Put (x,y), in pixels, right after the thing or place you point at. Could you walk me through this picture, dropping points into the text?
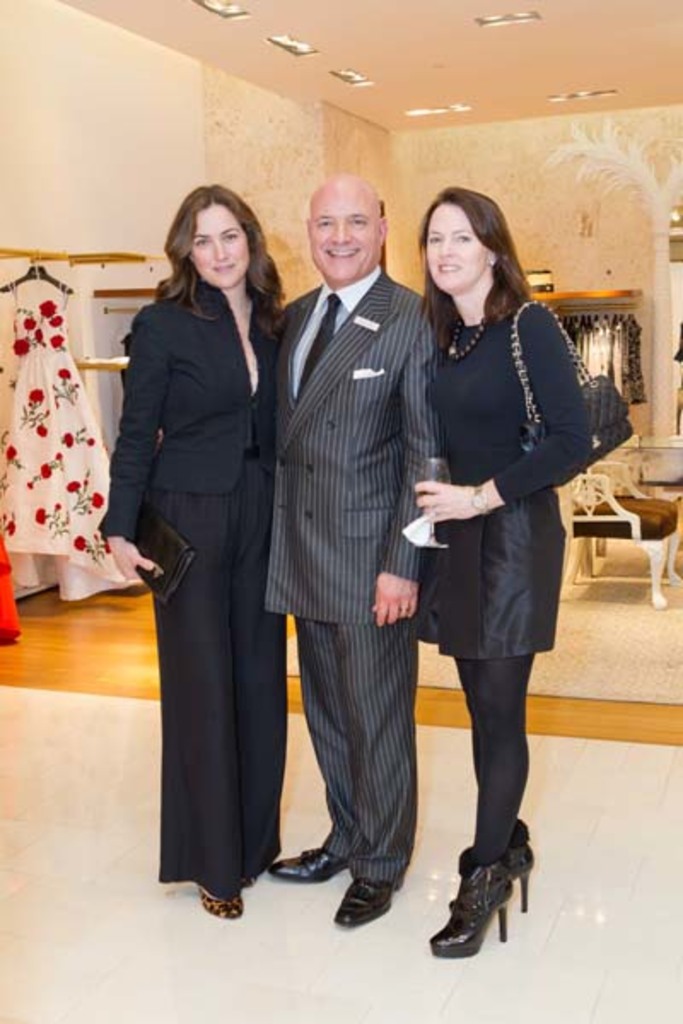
In this picture we can see a man (337,201) and two women (180,306) standing on the floor (535,910) and smiling and in the background (56,333) we can see clothes (67,405), chair (632,510), wall (530,155), lights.
